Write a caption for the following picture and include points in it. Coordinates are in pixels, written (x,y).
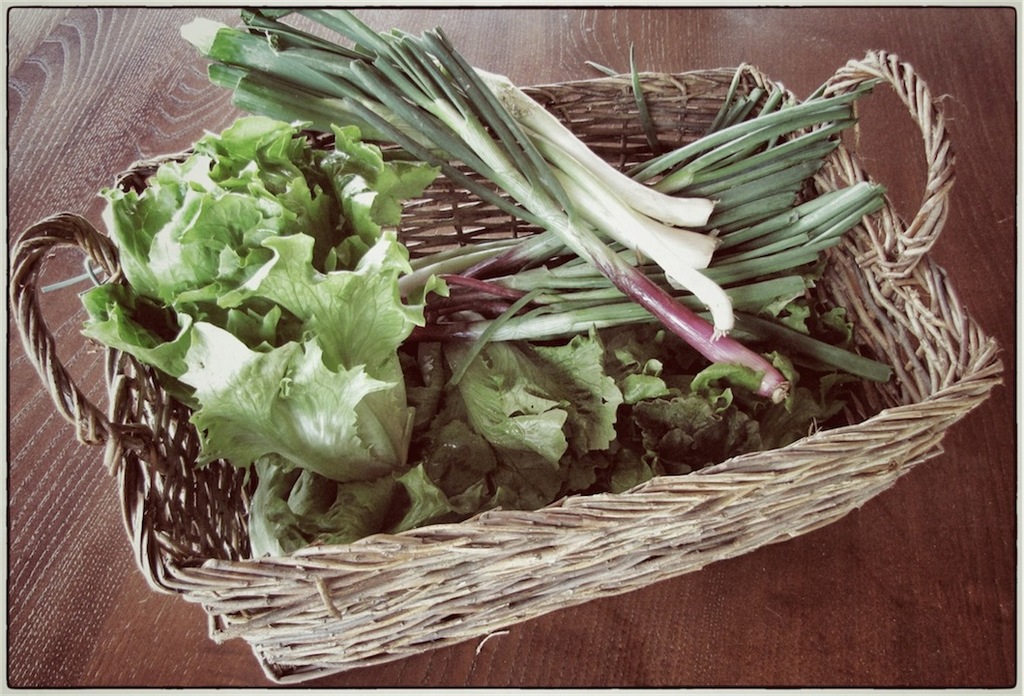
In this image there are vegetables (500,372) in the basket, at the background of the image (699,627) there is a wooden object (22,116).
